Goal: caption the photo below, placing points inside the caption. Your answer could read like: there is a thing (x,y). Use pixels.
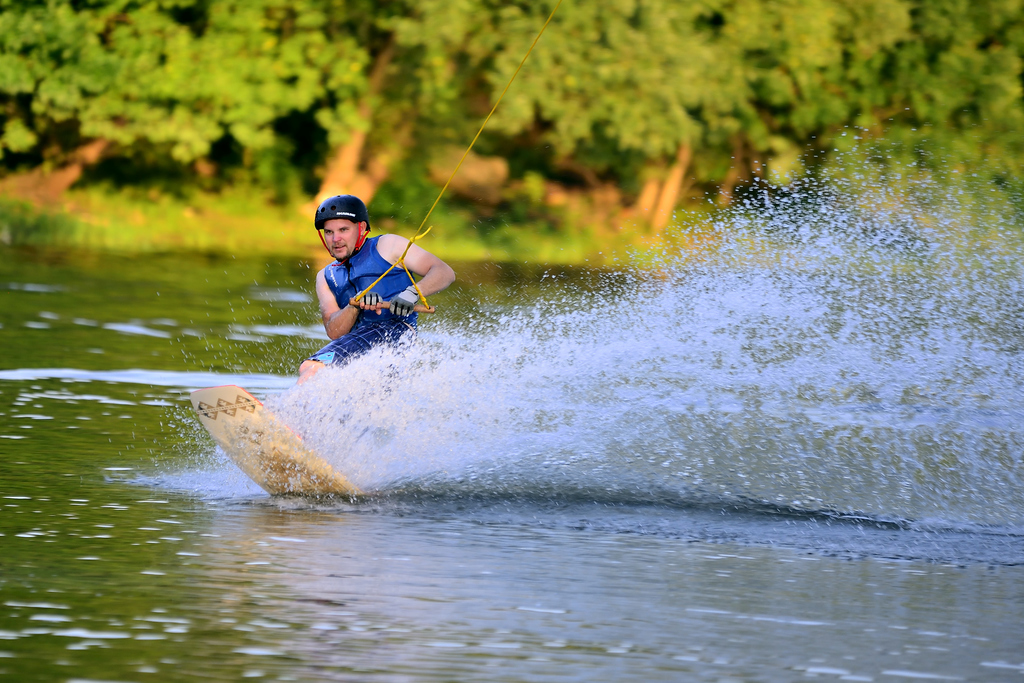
This image consists of a man (328,321) wearing helmet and surfing in the water (337,496). At the bottom (115,584), there is water (95,554). In the background (520,170), there are trees (720,166).
